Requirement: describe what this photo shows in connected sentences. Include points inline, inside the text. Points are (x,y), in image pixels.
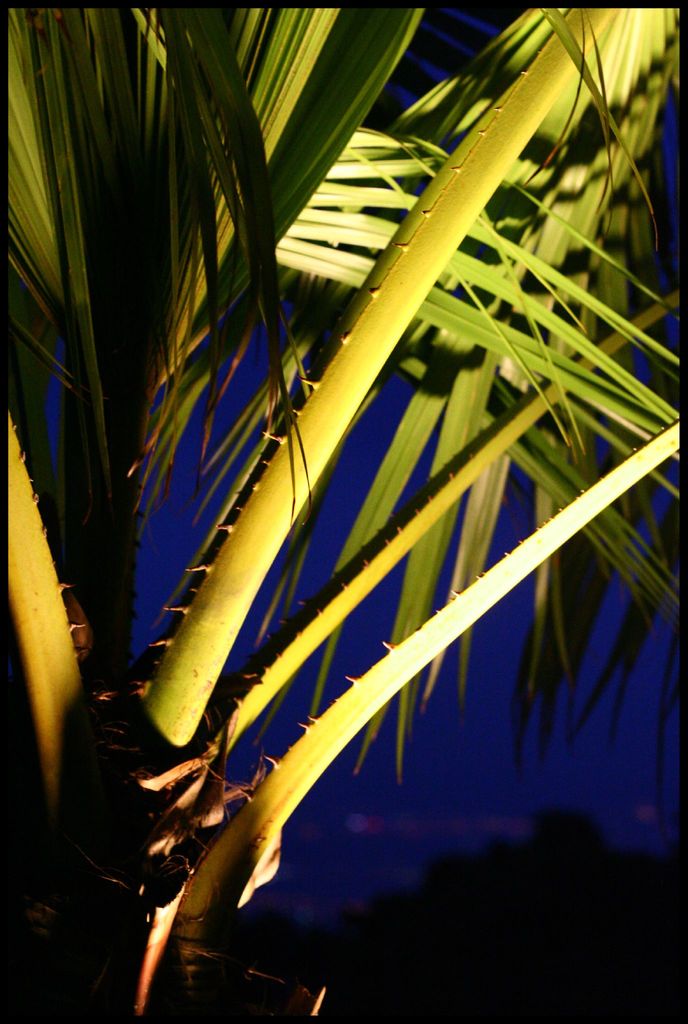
In this image we can see the upper part (227,648) of a coconut tree (261,675) which has branches (257,683) with leaves (271,339).
